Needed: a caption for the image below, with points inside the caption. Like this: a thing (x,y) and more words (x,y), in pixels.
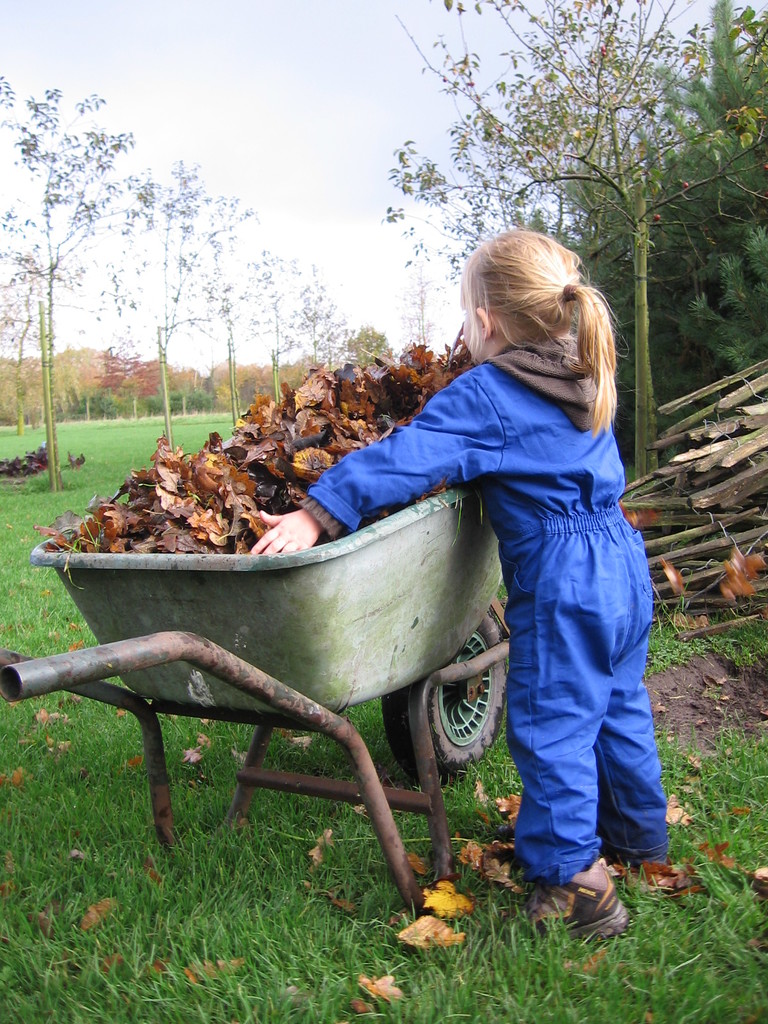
In this image there is a child (513,542) standing on the surface (352,889) of the grass (507,934), in front of the child (601,895) there is a trolley (340,607) with dry leaves (217,516) on it. In the background (375,335) there are trees (706,375) and there are a few wooden sticks (691,548).
